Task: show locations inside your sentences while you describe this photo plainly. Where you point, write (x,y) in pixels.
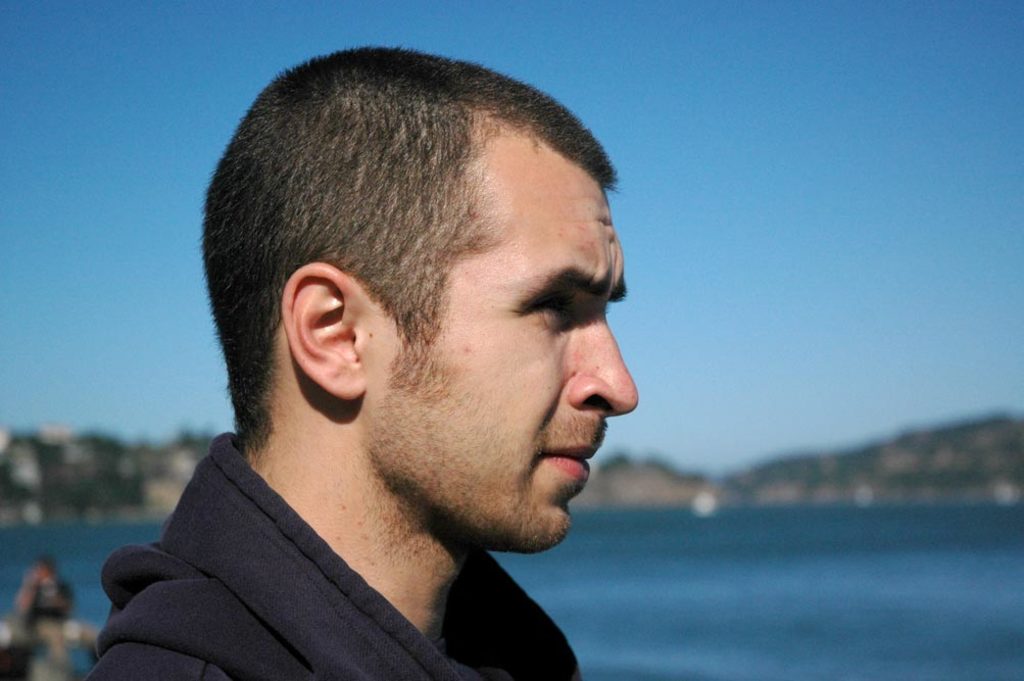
In this image we can see a man (475,433), hills (77,474), water (832,588) and sky (188,132).
